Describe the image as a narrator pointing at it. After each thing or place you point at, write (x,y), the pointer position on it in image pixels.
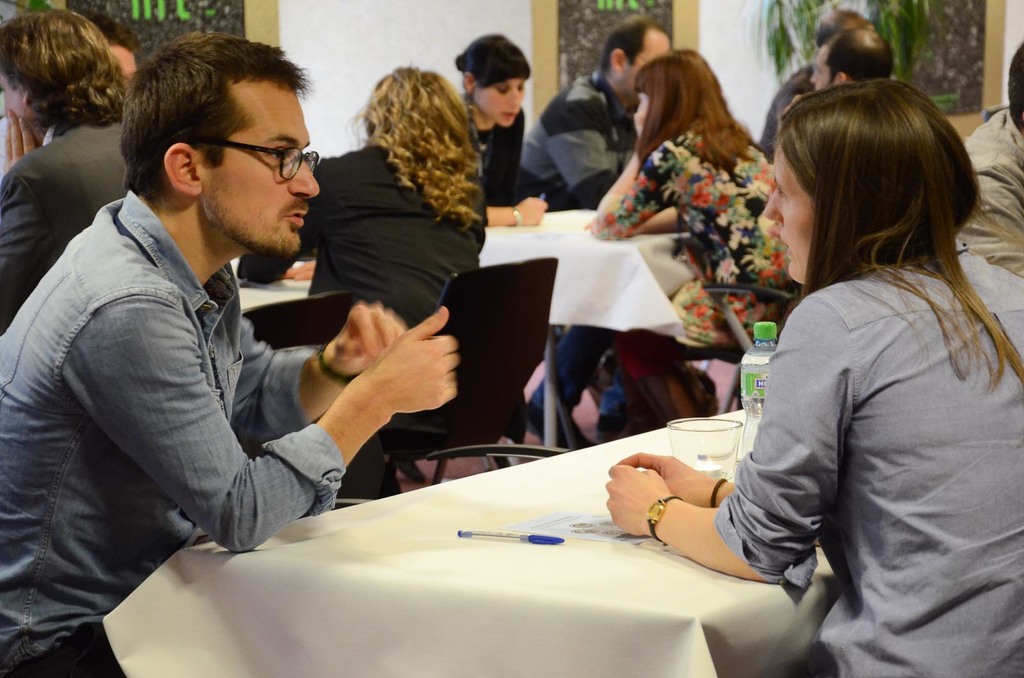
This Image is clicked in a room (702,41). Tables (568,568) are placed in this room (592,444), there are so many chairs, there are people (624,204) sitting around the chairs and the person (27,356) who is on the left side (98,282) is wearing blue colour shirt (211,405) and he is man (303,402). The person (837,270) who is sitting in the right side (805,432) is wearing grey colour shirt (825,472) she is wearing watch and there is pen (554,541) placed on the bottom side (543,540). There is a glass (697,426) and bottle (746,437) on the table (676,581).
